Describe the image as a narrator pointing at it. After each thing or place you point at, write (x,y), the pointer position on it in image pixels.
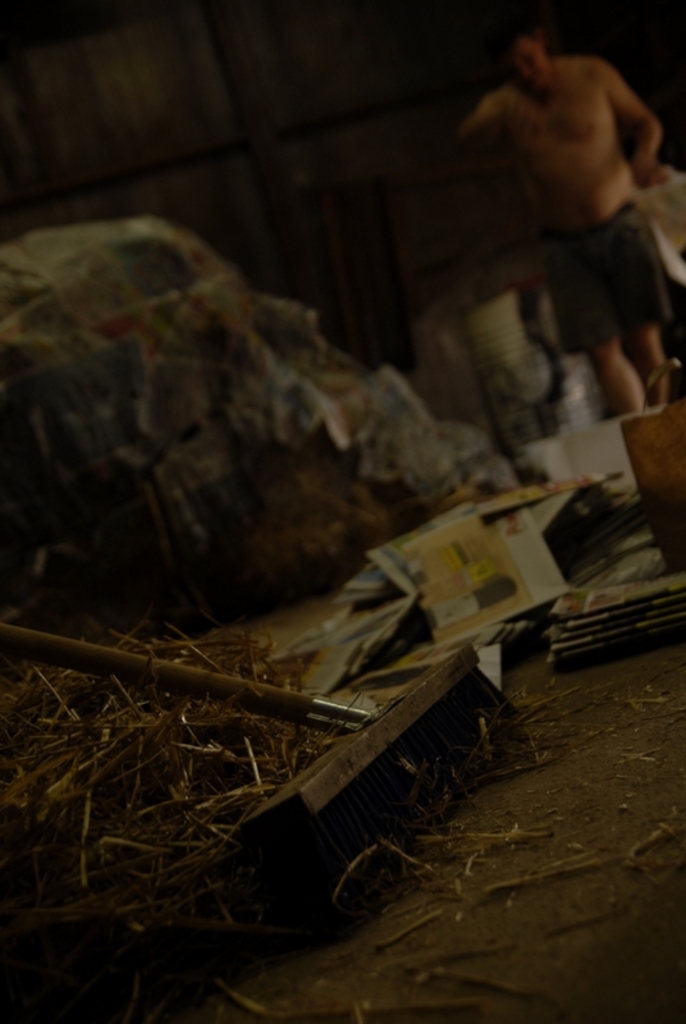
In this picture we can see grass (210,752), cleaning brush (360,708), paper (499,496), cover (91,406) and objects (661,543) on the floor (517,809). In the background (615,229) it is blurry and we can see a man (569,262).
